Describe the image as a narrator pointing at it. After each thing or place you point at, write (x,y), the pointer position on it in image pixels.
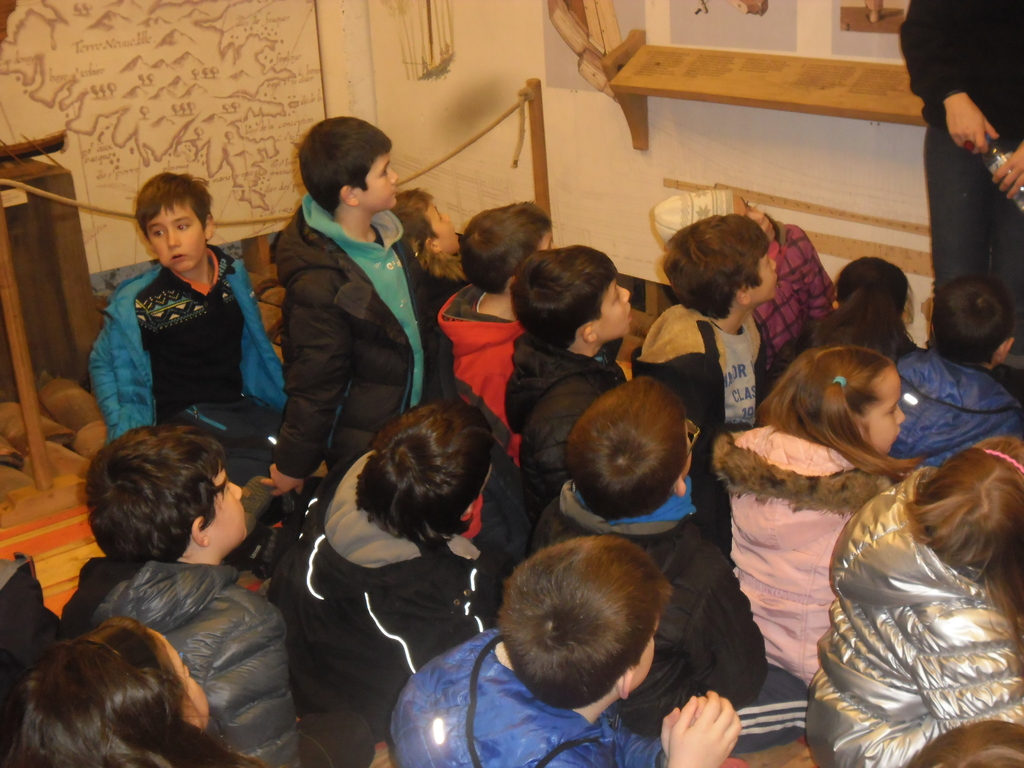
In this image there are few kids (408,521) on the floor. Right side (1004,54) a person (986,105) is standing. He is holding a bottle (1001,153) in his hand (985,135). Behind him there is a shelf (843,80). Few pictures (178,56) are painted on the wall (440,90). Left side (49,346) there are few objects (56,266).
